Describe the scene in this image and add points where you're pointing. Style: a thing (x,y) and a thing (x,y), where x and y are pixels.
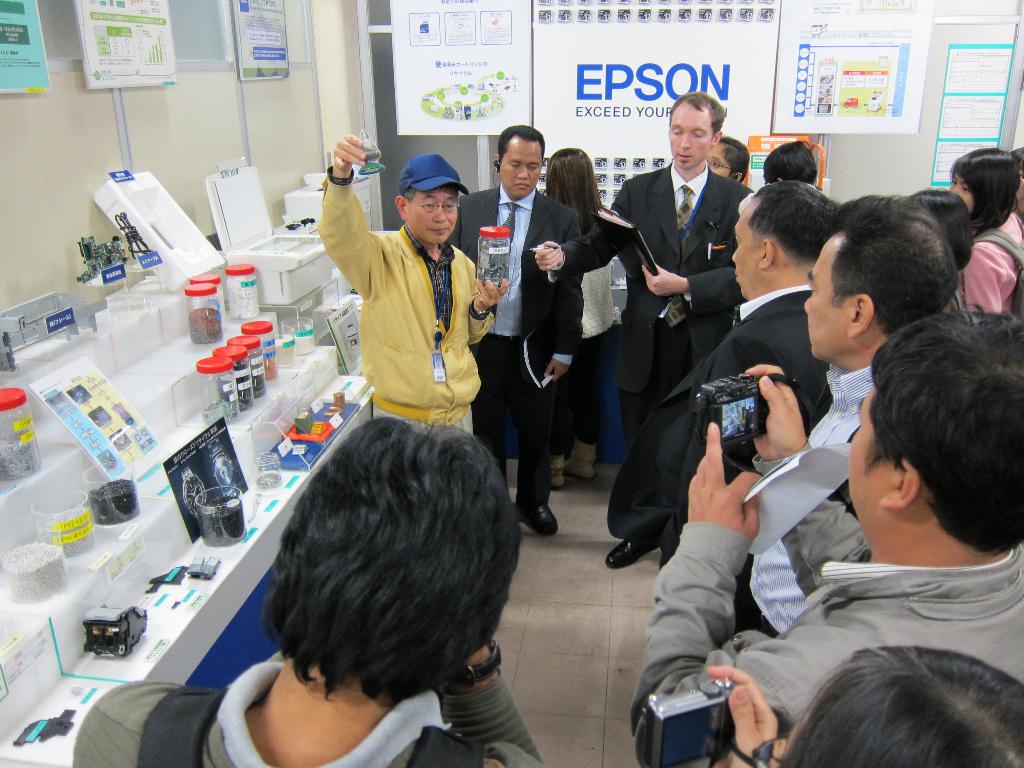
In this picture I can see there is a man (424,344) standing here and he is holding a object (378,153) in his right hand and a bottle jar (498,281) in his left hand (487,297) and there are few people (511,252) standing around him and few of them are wearing blazers (638,203) and shirts (999,272) and the people (691,664) on right bottom (802,658) are holding cameras (709,703) and clicking the pictures. There is a wall (380,133) in the backdrop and there are few posters (18,19) on the wall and there are few women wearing hand bags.
